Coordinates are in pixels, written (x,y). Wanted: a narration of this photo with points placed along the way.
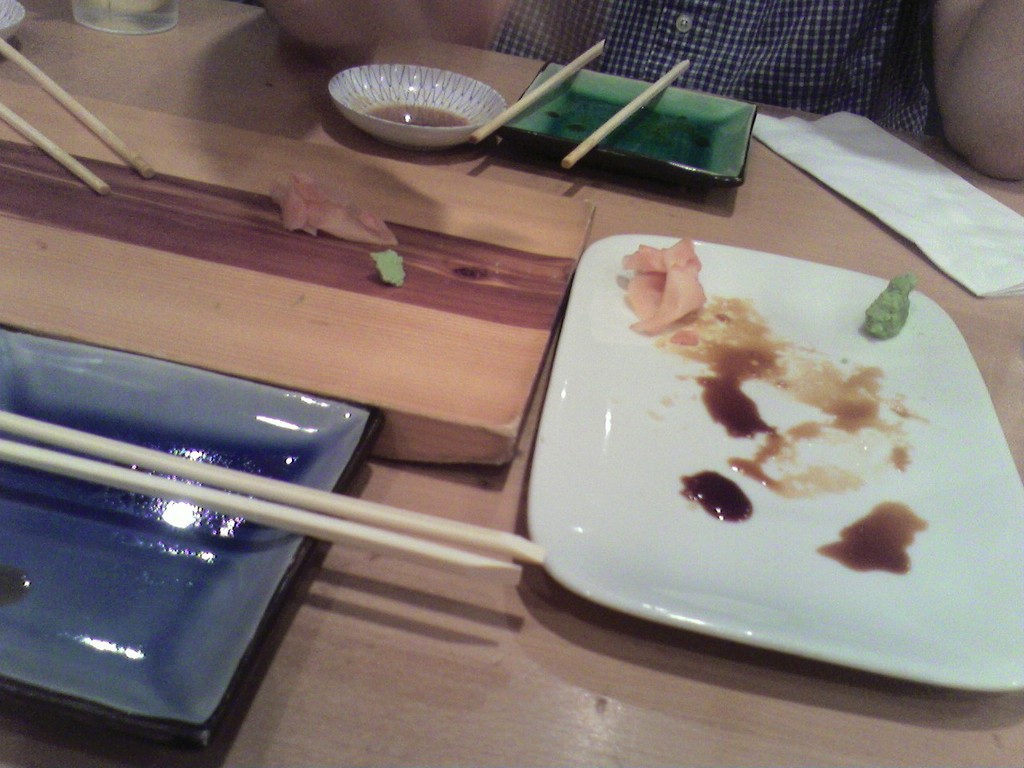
there is an empty plate (703,610) with leftover food (338,205) and a bowl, chopsticks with the tissue (1010,240) on a table (1010,202).
